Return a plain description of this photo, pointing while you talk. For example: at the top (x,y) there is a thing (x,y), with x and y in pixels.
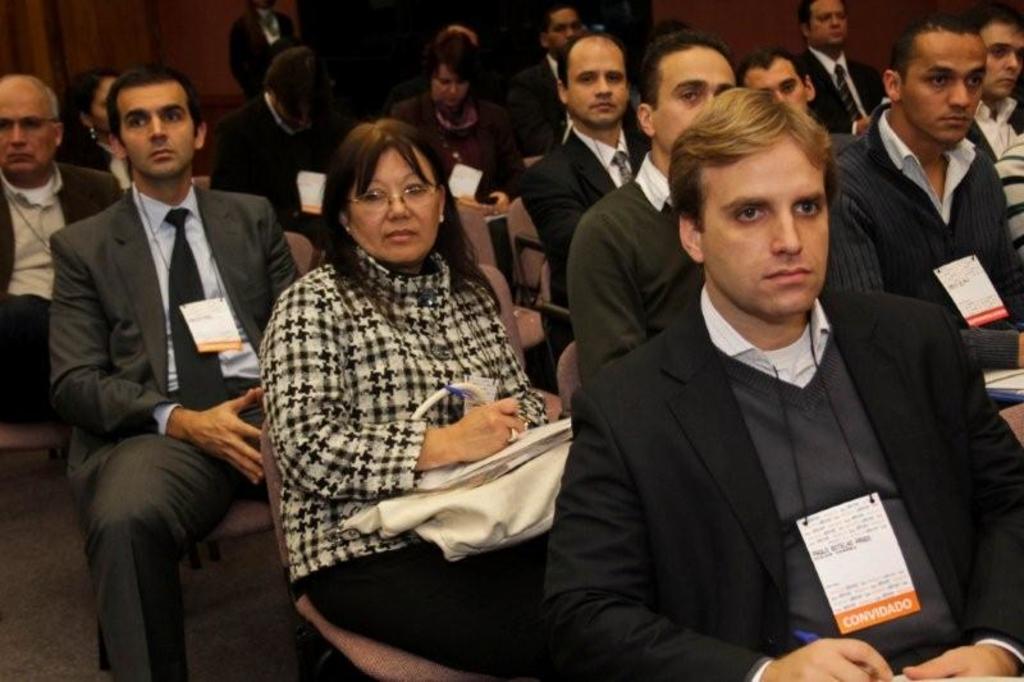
In this image we can see a group of people (763,179) are sitting on a chair (465,211). In this image few people (436,368) are holding some objects (558,451) in their hands (499,402).
